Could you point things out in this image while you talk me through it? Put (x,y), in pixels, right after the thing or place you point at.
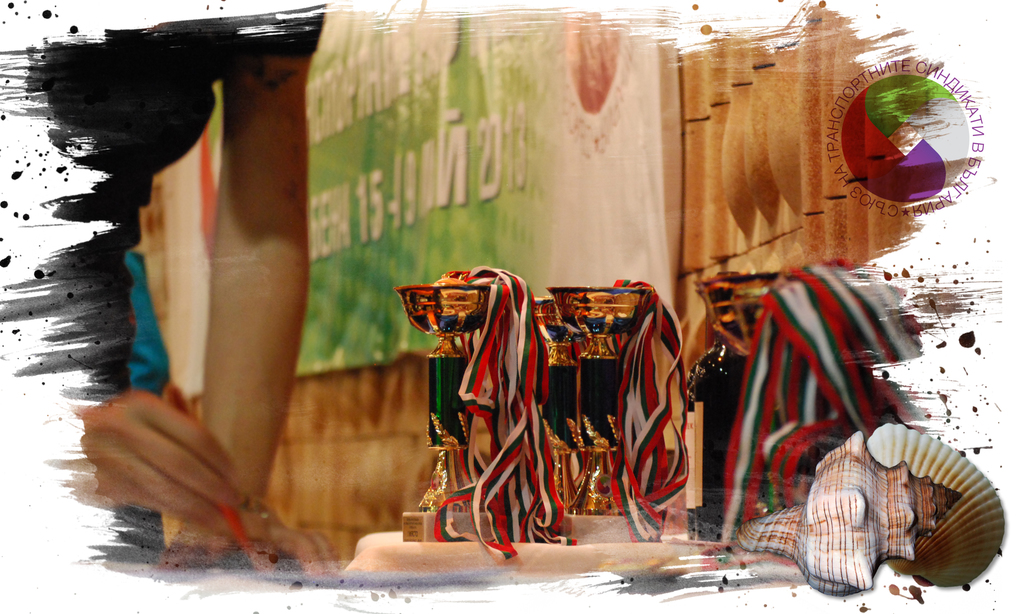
In the picture I can see trophies (452,511), a person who is holding an object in the hand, a banner (504,179) which has something written on it and some other objects (504,329).
